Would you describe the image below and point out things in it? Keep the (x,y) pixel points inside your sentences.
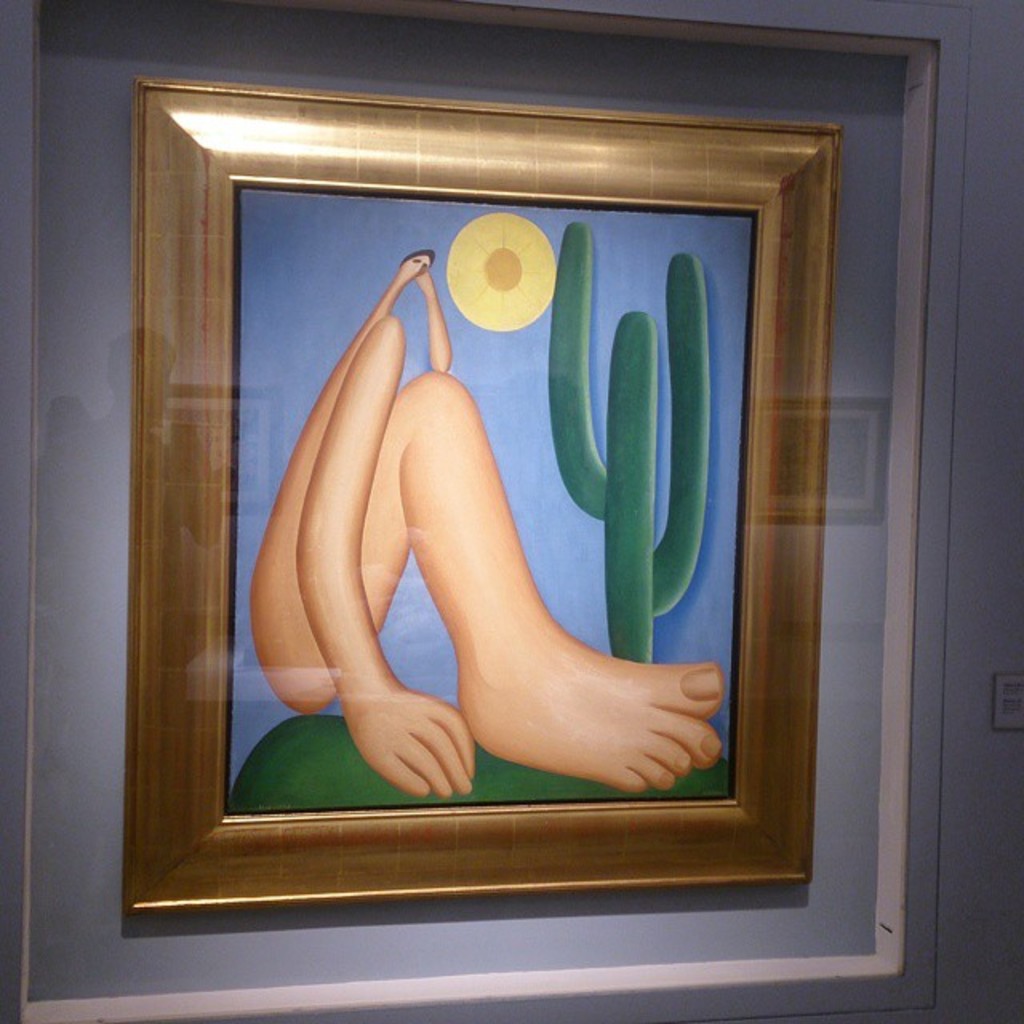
In this image there is a frame (182,269) which consists of painting (403,658) of a leg (525,621) and a plant (643,524). This frame (622,522) is attached to a wall (978,651).
